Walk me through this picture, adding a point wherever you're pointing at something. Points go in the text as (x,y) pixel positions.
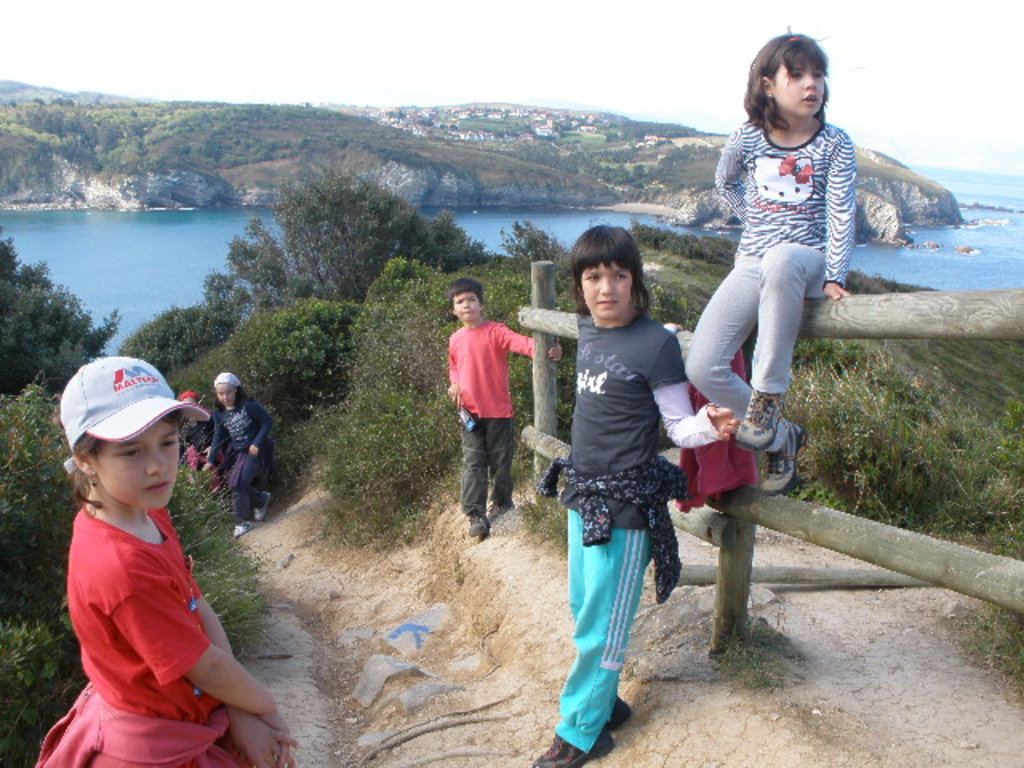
In this image in the center (590,423) there are Kids (612,410), standing and sitting and there are plants (299,305). In the center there is water (483,214) and in the background (473,135) there are buildings (548,122), trees (259,127), and the sky (369,41) is cloudy.
